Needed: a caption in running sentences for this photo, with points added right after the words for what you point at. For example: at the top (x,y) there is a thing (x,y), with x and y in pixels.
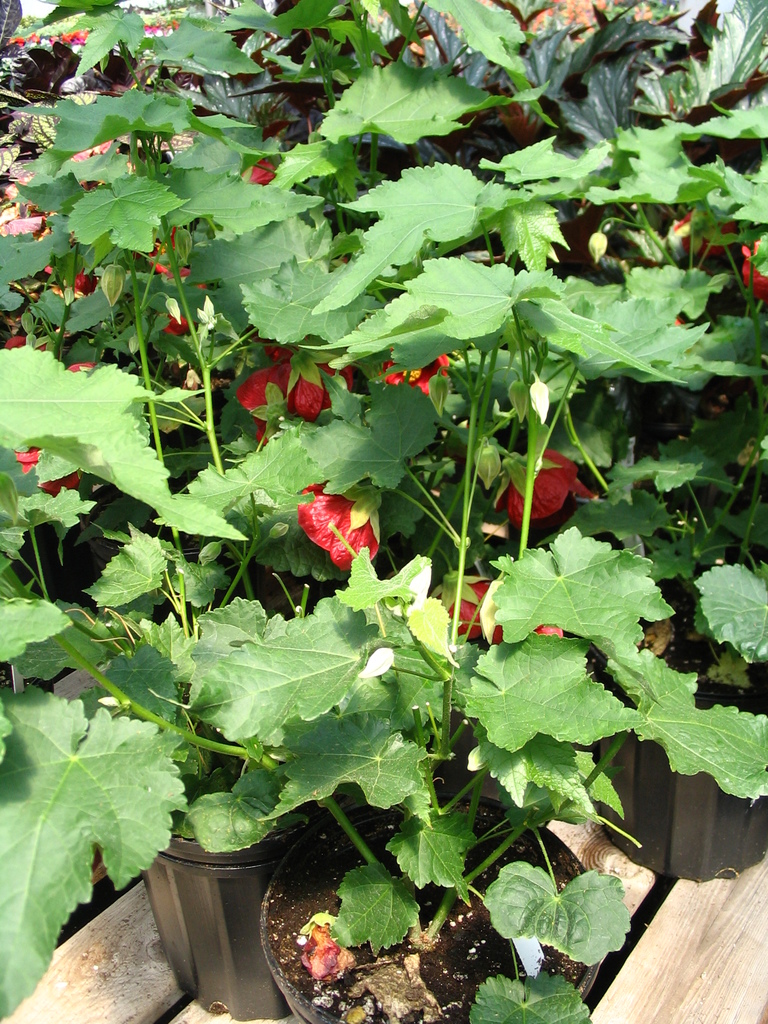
Here we can see plants (450,555) and flowers (371,552).
